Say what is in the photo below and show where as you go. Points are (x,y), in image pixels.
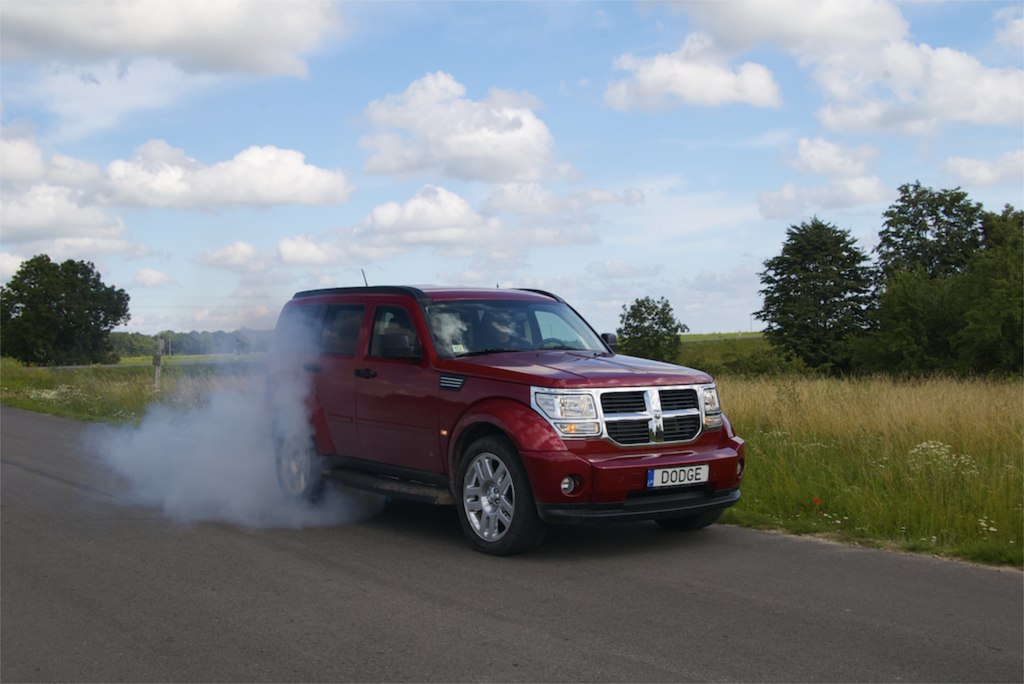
In this picture we can see a vehicle (509,518) on the road (710,605), through it we can see smoke (258,430) coming out, side of the road (750,641) we can see some trees (827,322), grass (902,427).
